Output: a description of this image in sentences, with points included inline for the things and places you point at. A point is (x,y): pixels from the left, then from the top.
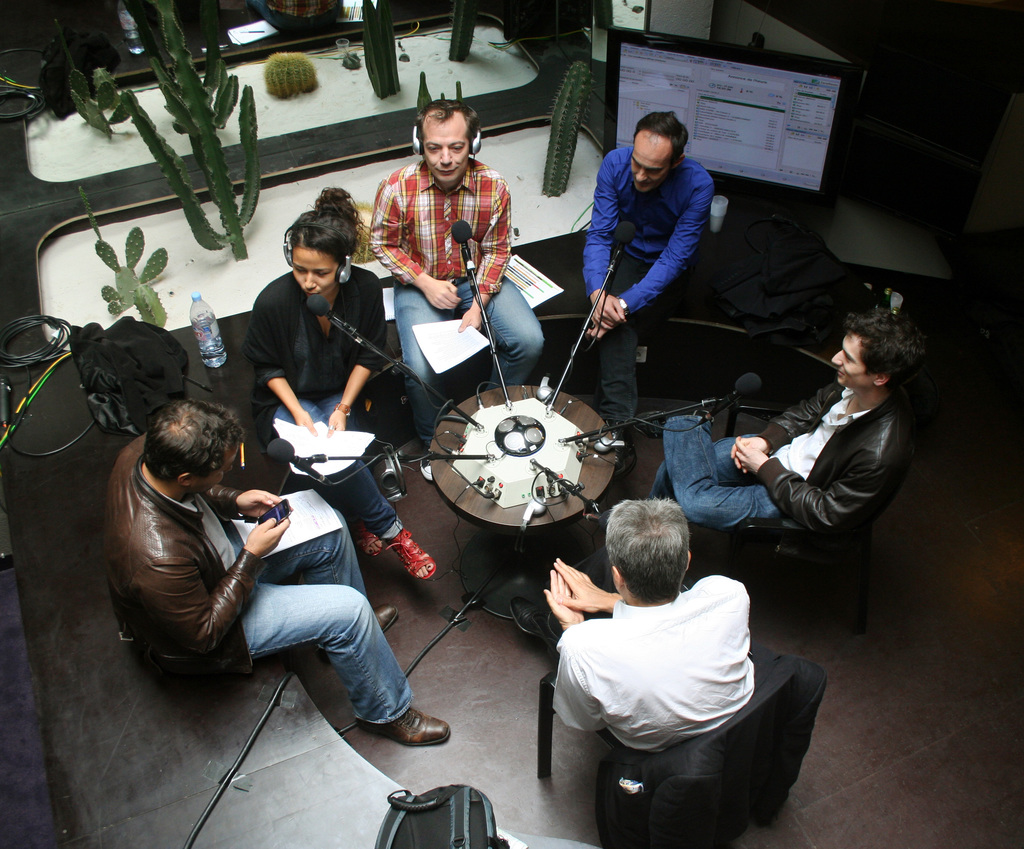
Here in this picture we can see a group of people (505,355) sitting on chairs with table (518,529) in front of them, having microphones (346,334) on it over there and we can see they are speaking in the microphones (292,450) present over there and behind them we can see plants (147,116) present and we can see mirror (4,21) on the wall (542,40) over there and we can see a monitor screen (626,97) present over there and we can see bottles (200,342), jackets (139,382) and bag (412,842) over there.
